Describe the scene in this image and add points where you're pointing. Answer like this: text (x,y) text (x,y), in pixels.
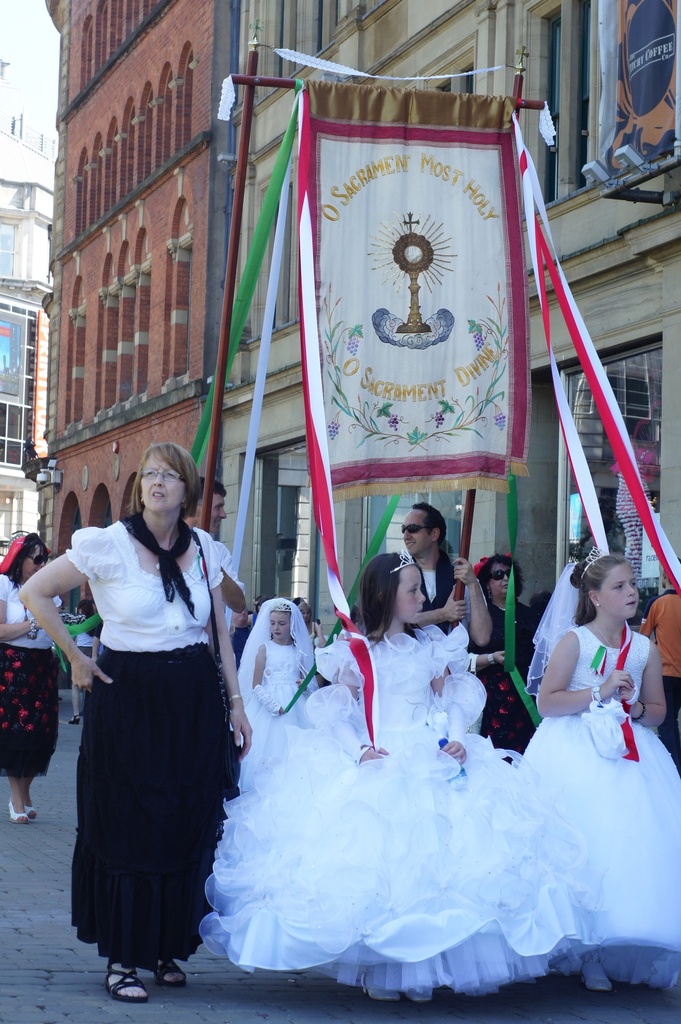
In this image few girls (632,822) are wearing white dress (521,846). they are holding ribbons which are tied to the rod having a flag (445,225). A woman (199,665) wearing a white top (140,638) is wearing scarf (165,580) and she is carrying a bag (227,777). Behind there are few persons (10,601) walking on the path (35,795). Background (22,496) there are few buildings (299,416).
